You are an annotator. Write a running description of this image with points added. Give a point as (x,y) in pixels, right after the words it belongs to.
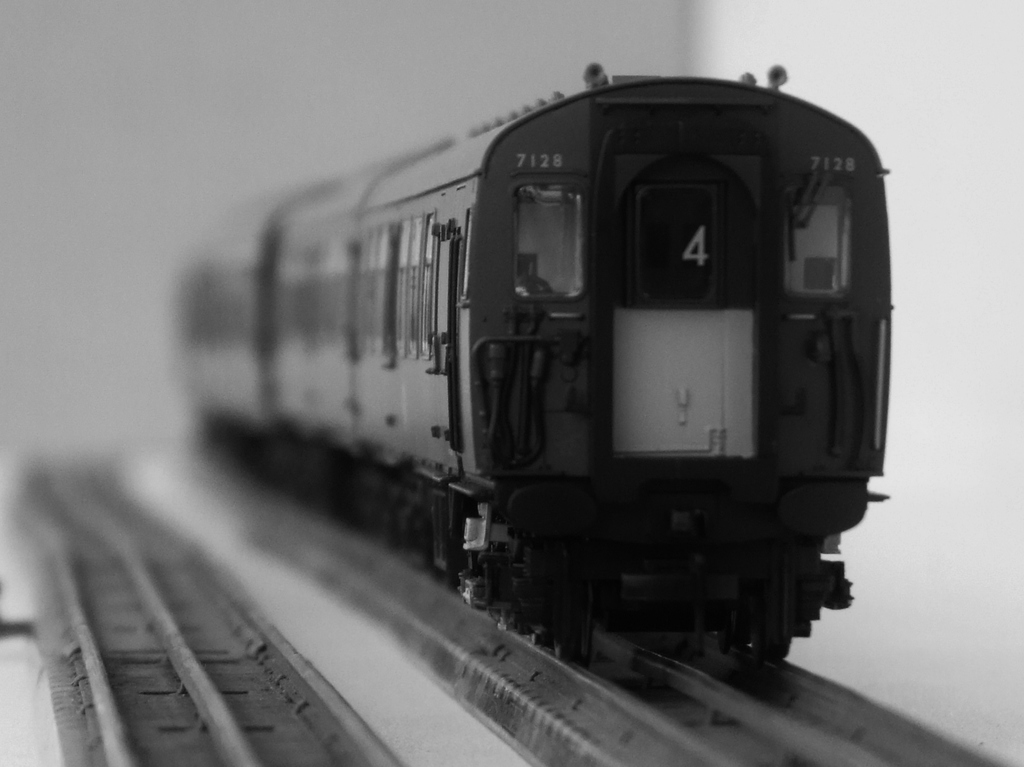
This is a black and white image. There is a train (538,368) on a railway track (712,742). There is another track (75,566) at the left (107,613). The background (250,32) is blurred.
